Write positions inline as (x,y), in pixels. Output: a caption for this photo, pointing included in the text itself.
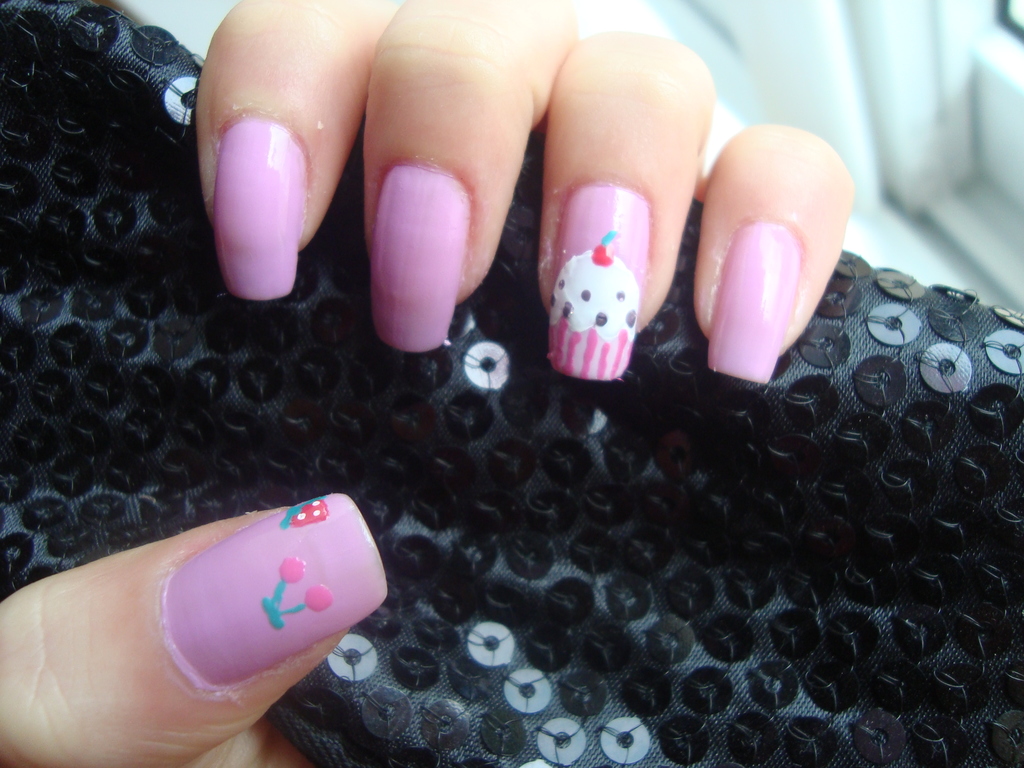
In this image we can see fingers (638,303) of a person (74,720) holding a black color object (474,538). On the nails (441,309) we can see nail polish (321,559).
